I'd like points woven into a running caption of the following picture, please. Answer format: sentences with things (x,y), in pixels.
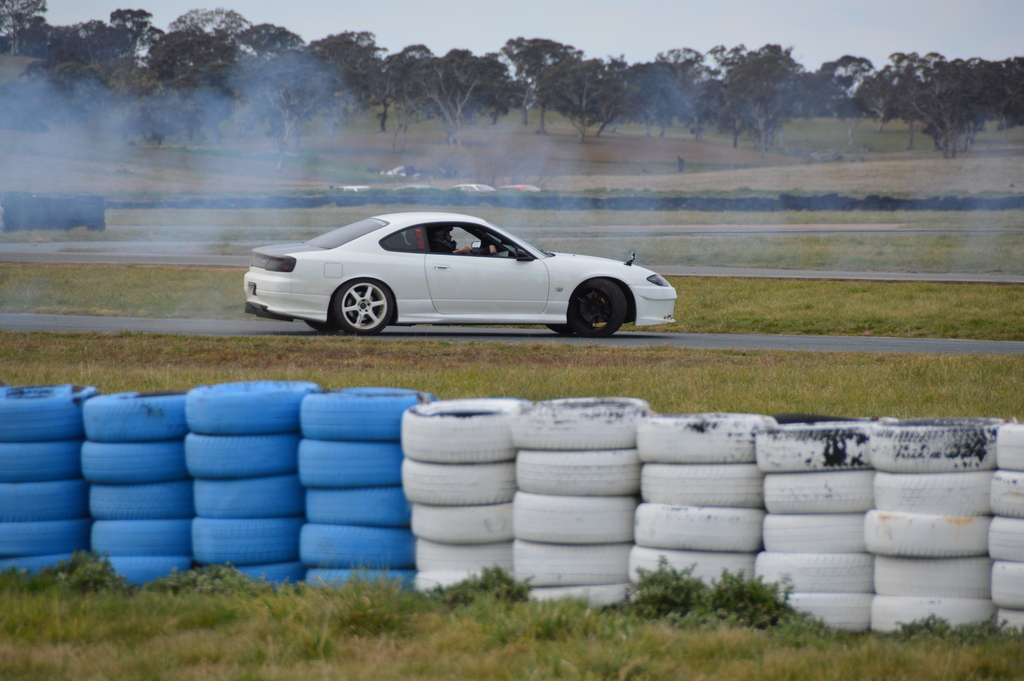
In this image there is a white car (457,300) on the road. At the bottom (284,463) there are tyres (392,455) which are kept one above the other. In the background (822,93) there are trees (517,95). On the left side (248,446) there are blue tyres (176,471) and on the right side (744,495) there are white tyres (706,523). On the ground (335,616) there is grass (300,624).
